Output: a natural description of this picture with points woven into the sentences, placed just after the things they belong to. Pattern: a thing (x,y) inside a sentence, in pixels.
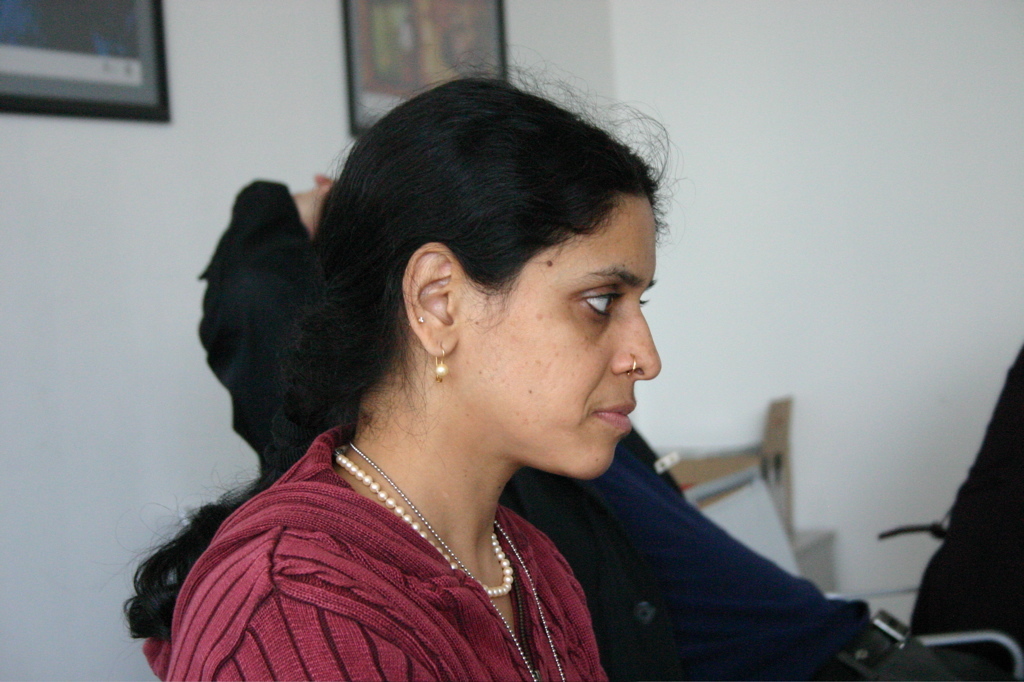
In this image, we can see people (568,400) sitting on the chairs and one of them is wearing a nose pin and some chains (377,468). In the background (88,61), there are frames (378,73) on the wall (150,274) and we can see a table (747,483) and some objects (753,503).
